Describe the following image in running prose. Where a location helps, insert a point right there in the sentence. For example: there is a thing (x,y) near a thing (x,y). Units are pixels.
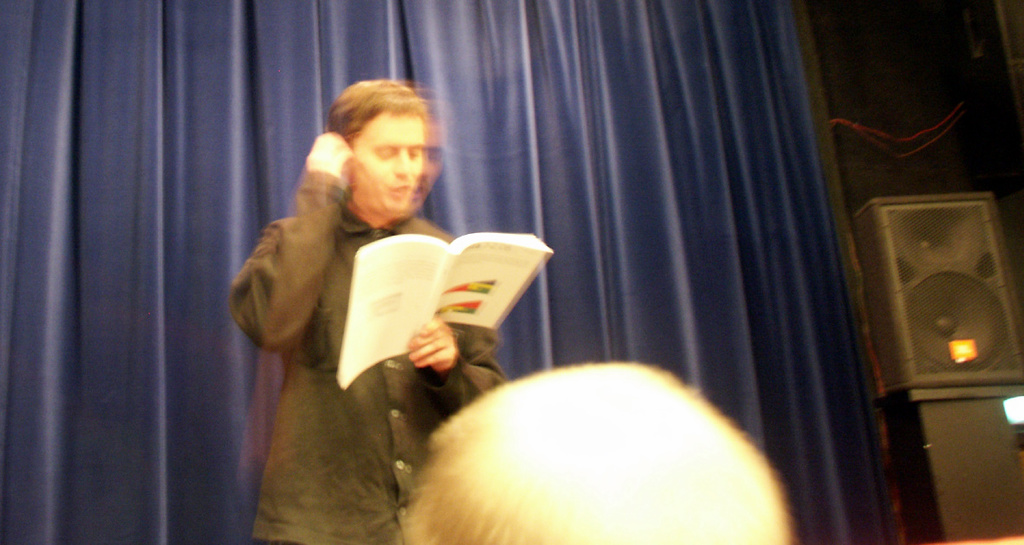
In this image I can see a man (388,466) standing facing towards the right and holding a book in his hand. I can see speakers (987,530) on the right side of the image (1012,523) a curtain (180,85) behind the person (364,96) standing. I can see another person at the bottom of the image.
